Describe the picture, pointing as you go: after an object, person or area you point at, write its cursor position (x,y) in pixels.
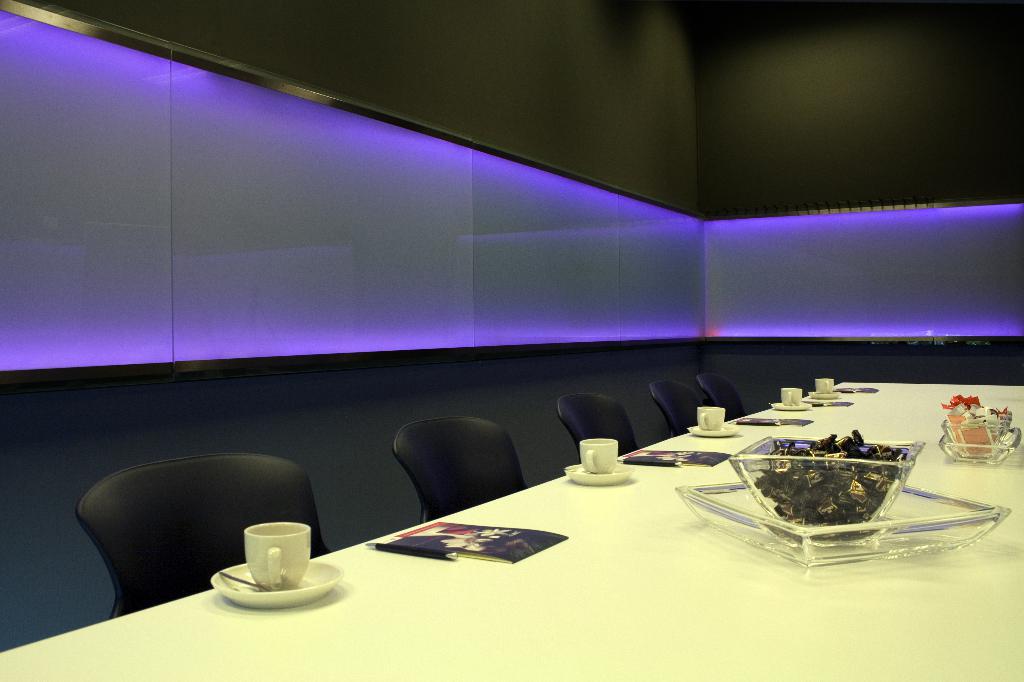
In this picture there chair (491,448) and table (679,653) in front of them with a bowl (779,456) of chocolates (862,508) and there is a cup (704,419) and saucer (727,433), there is a notepad (432,544) and a pen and in background (78,148) there is a wall (368,165).
